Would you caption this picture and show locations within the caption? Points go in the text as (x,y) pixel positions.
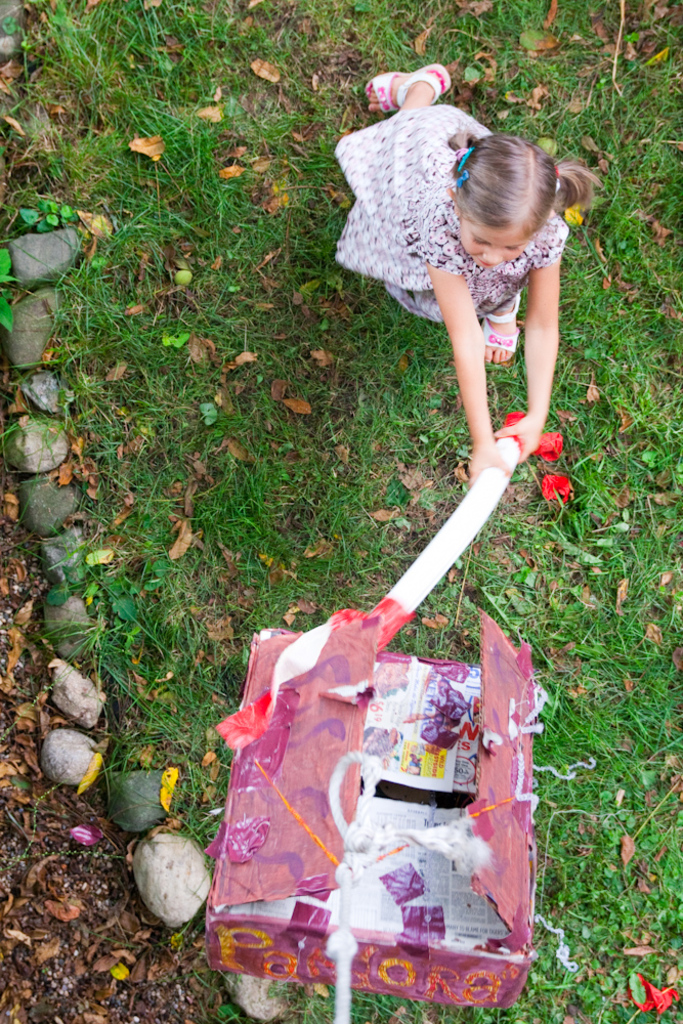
In this picture we can observe a girl (402,223) standing on the ground (233,252). We can observe some grass (164,221) and stones (44,250) on the ground (215,456). There is a pink color box (308,834) in this picture. We can observe some dried leaves (123,954) on the ground (188,677).
